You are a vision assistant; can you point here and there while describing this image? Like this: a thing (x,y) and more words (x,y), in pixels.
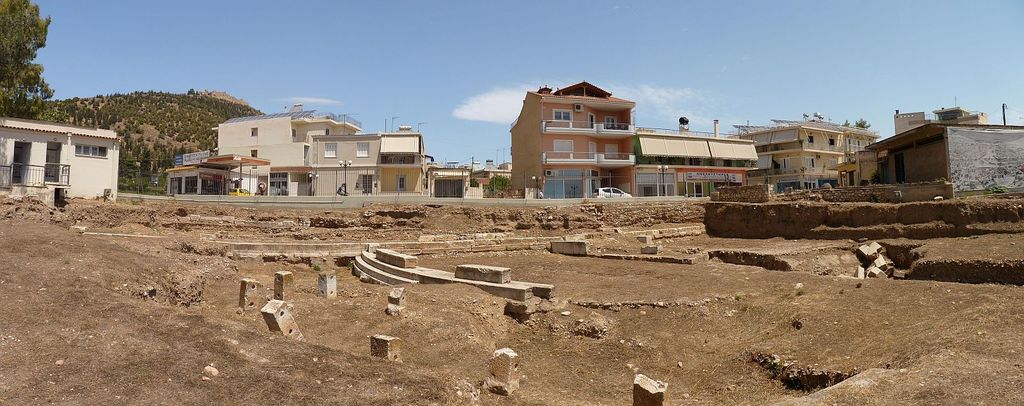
There is a ground (445,349) and in front of the ground (29,205) there are buildings (255,158) and houses (586,140) are constructed and behind them there is a mountain (79,109) and on the left side (18,60) there is a tree (12,106).
